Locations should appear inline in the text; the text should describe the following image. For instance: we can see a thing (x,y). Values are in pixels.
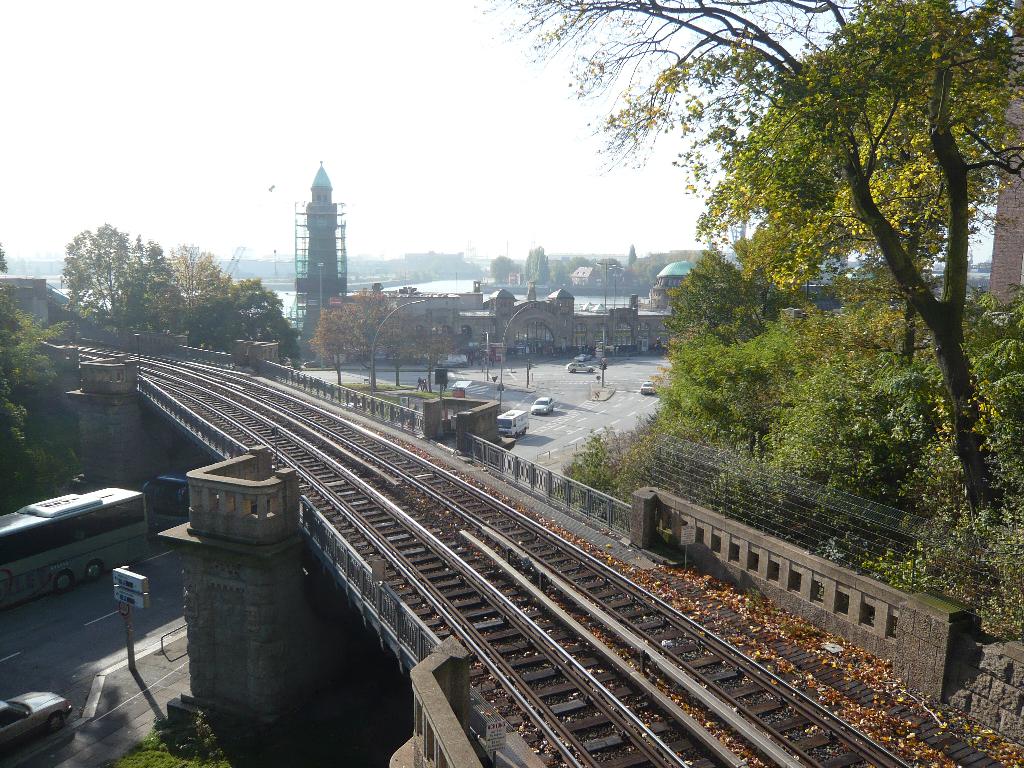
There is a bridge (369,501) which has railway tracks (444,522) on it and there are few vehicles (125,513) under the bridge (174,531) and there are buildings (510,304) and trees (728,306) in the background (603,273).
